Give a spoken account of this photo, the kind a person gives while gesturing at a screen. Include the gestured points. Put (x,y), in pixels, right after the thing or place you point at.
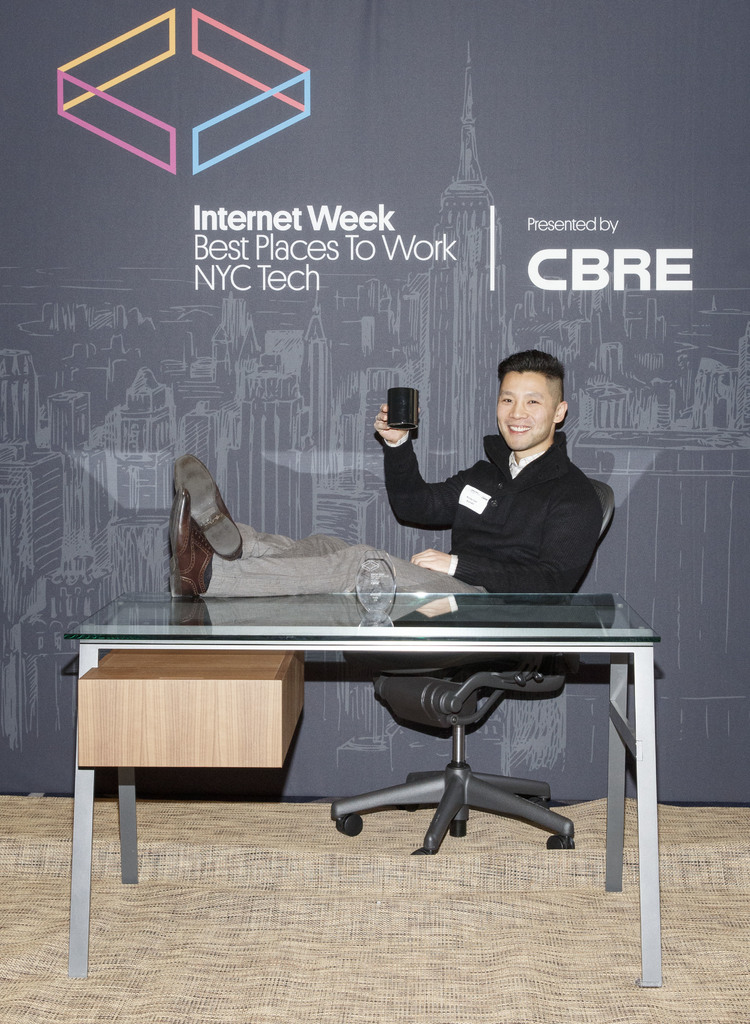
In the image we can see a person (490,552) sitting, wearing clothes (490,552) and the person (470,545) is smiling and holding a cup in hand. There is a table (392,638) in front of the person (419,559) and on the table (341,615) there is an object (374,586) made up of glass (375,612). Here we can see the floor (319,896) and the poster (354,301). We can even see the text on the poster (253,306).
